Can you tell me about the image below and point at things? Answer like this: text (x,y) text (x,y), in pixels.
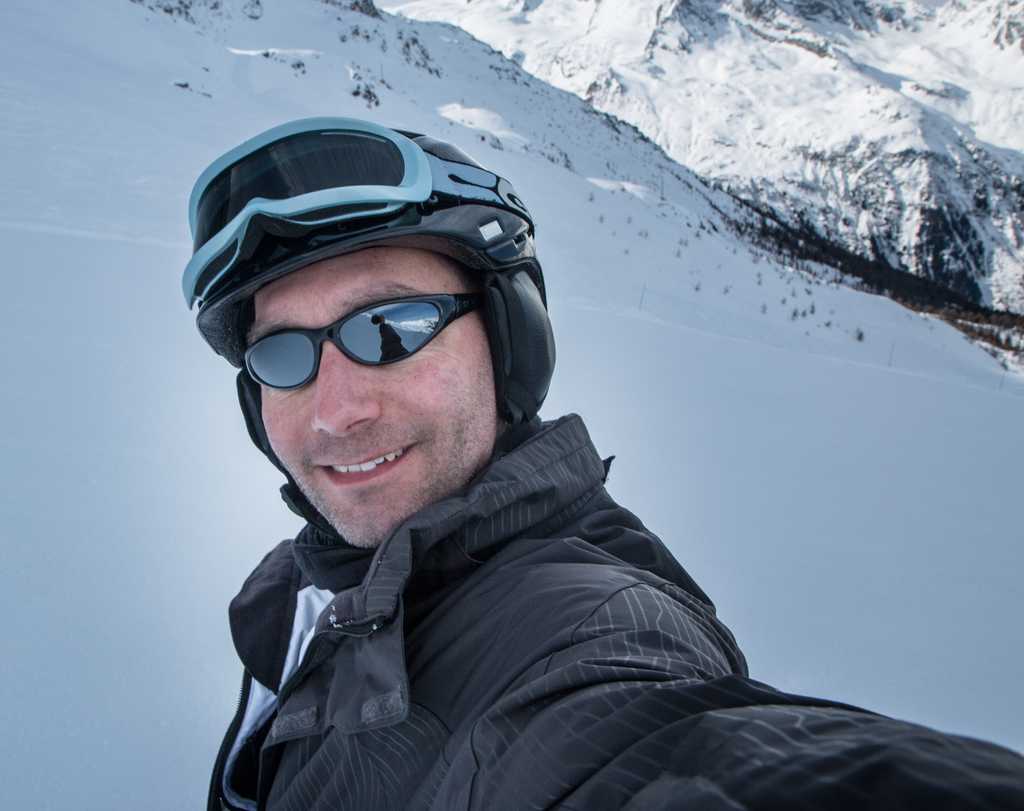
In this image we can see a man (460,413) wearing glasses (423,342) and a helmet (443,230). On the backside (710,320) we can see the ice hills (816,300).
